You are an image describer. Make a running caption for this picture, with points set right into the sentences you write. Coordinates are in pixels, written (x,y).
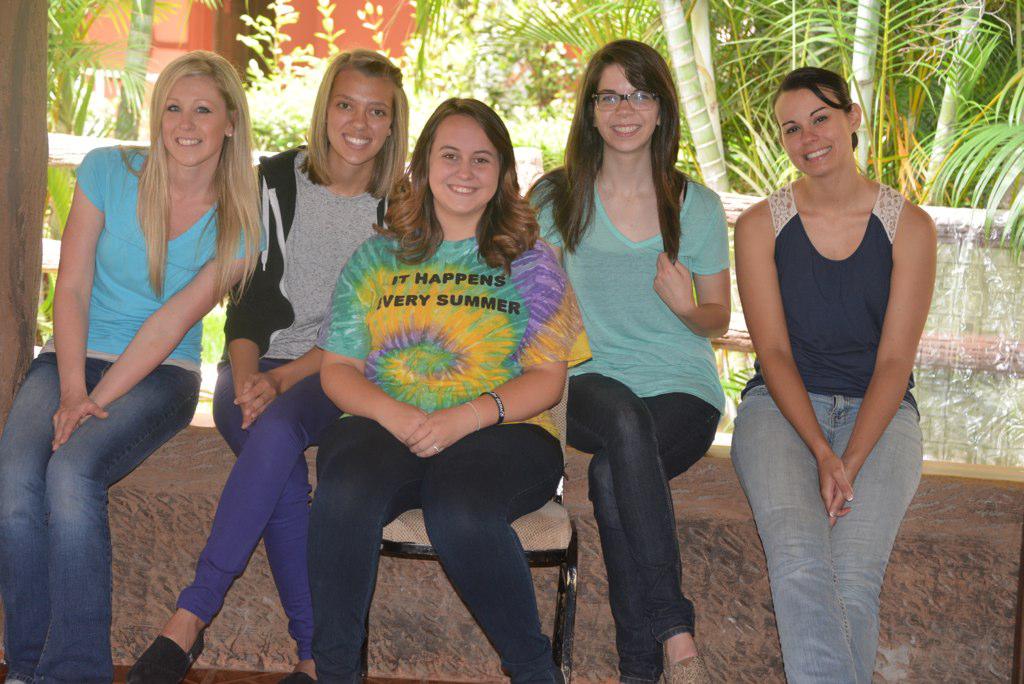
In this image I can see five women (628,339) sitting, smiling and giving pose for the picture. On the right side (990,338) there is a wall (981,294). In the background (277,113) there are few plants (601,43) and trees (870,29). Here one woman (450,370) is sitting on the chair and other women (790,304) are sitting on a wall (923,576).
